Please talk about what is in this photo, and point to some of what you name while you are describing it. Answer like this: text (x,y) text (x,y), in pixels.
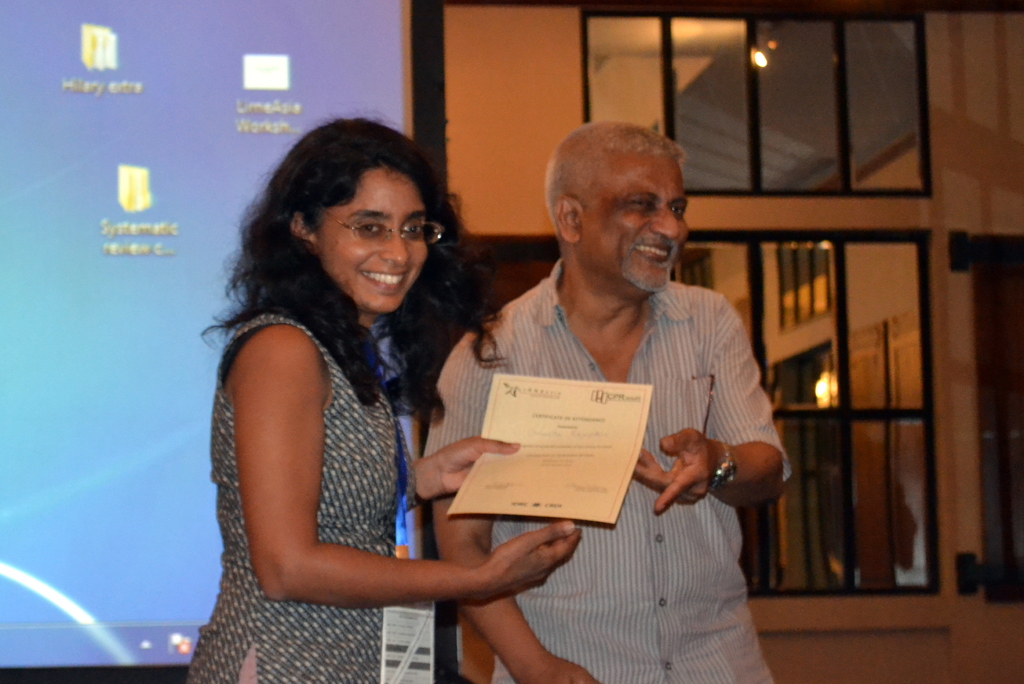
In the middle of the picture (658,295) we can see a man (575,321) and a woman (321,473). The woman (357,493) is holding a certificate (559,469). On the left (170,336) we can see a projector screen (229,84). On the right (834,236) we can see mirror like objects (815,79) and wall (959,306).
